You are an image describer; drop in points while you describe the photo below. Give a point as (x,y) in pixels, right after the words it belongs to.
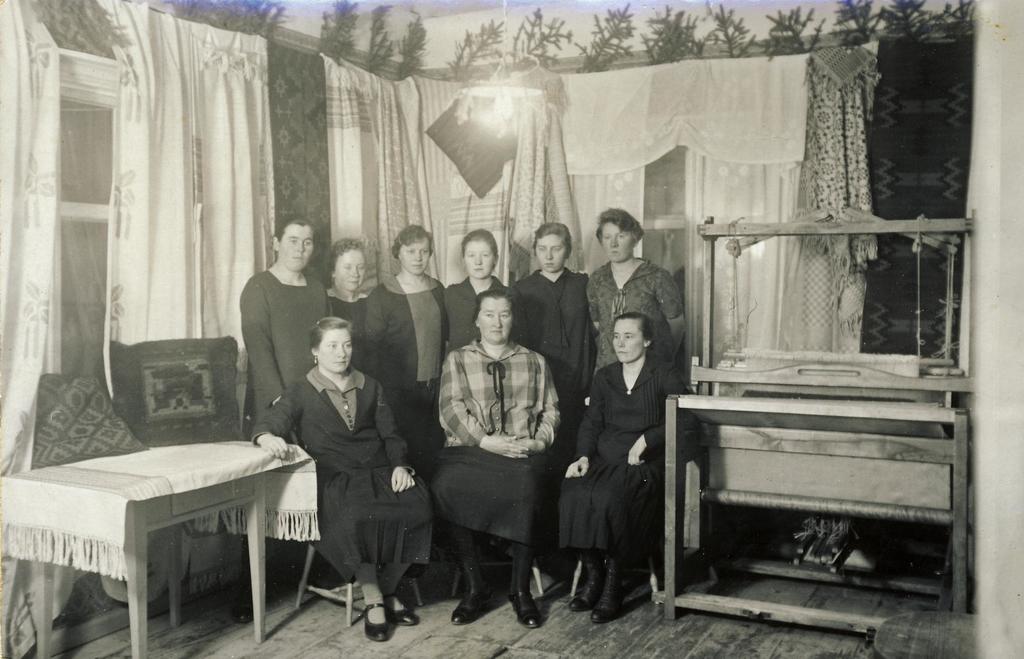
In this image I see few women (271,377), in which 3 of them are sitting on the chair (349,600) and rest of them are standing and I can also see there is a table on the left (310,488). In the background (9,334) I see the cloth (23,358) and few plants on it.
